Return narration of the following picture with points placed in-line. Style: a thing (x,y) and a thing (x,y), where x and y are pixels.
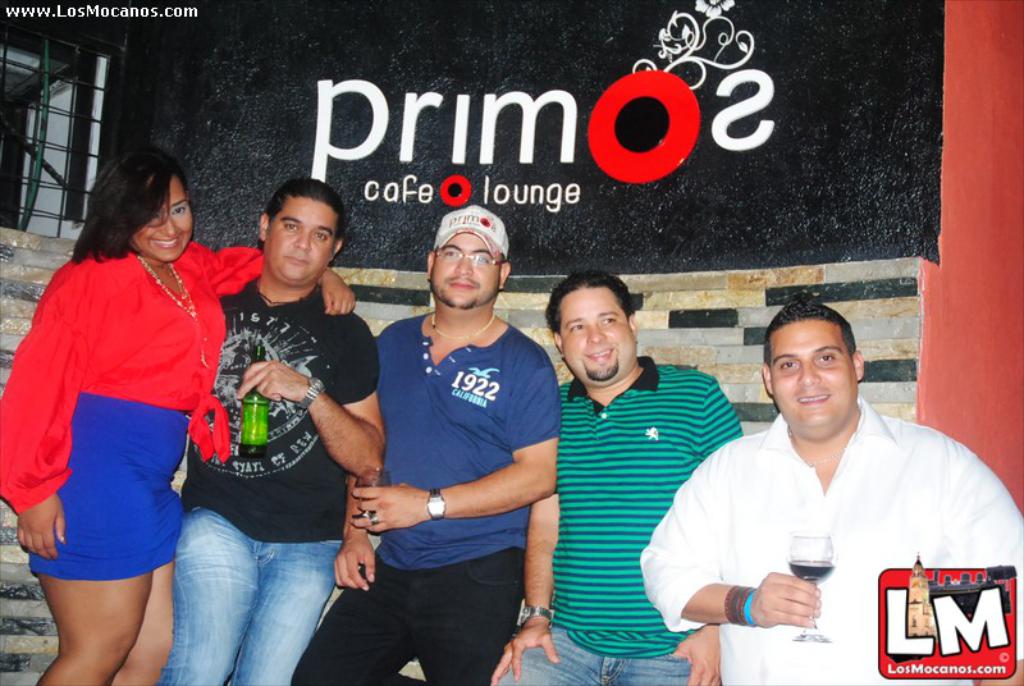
In this picture we can see a group of people (283,509) standing. A man (797,587) in the white shirt (834,526) is holding a glass (805,558) and another man (294,386) in the black t shirt (317,343) is holding a bottle (250,418). Behind the people (191,333) there is a wall (485,136) and it is written something on it. On the image there are watermarks (82,15).
